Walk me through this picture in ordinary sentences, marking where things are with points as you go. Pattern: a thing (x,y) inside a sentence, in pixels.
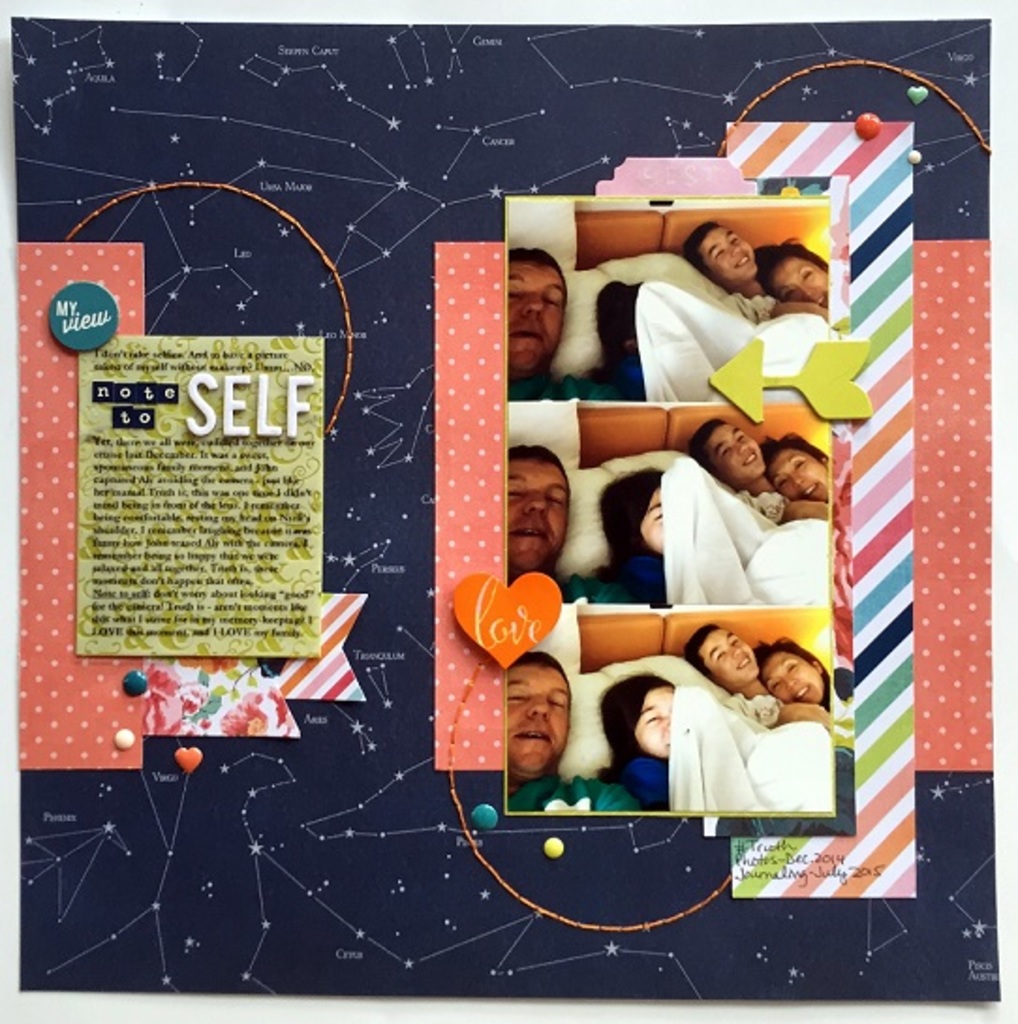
In this picture we can see few photos (668,544) on the scrapbook page (337,359).
